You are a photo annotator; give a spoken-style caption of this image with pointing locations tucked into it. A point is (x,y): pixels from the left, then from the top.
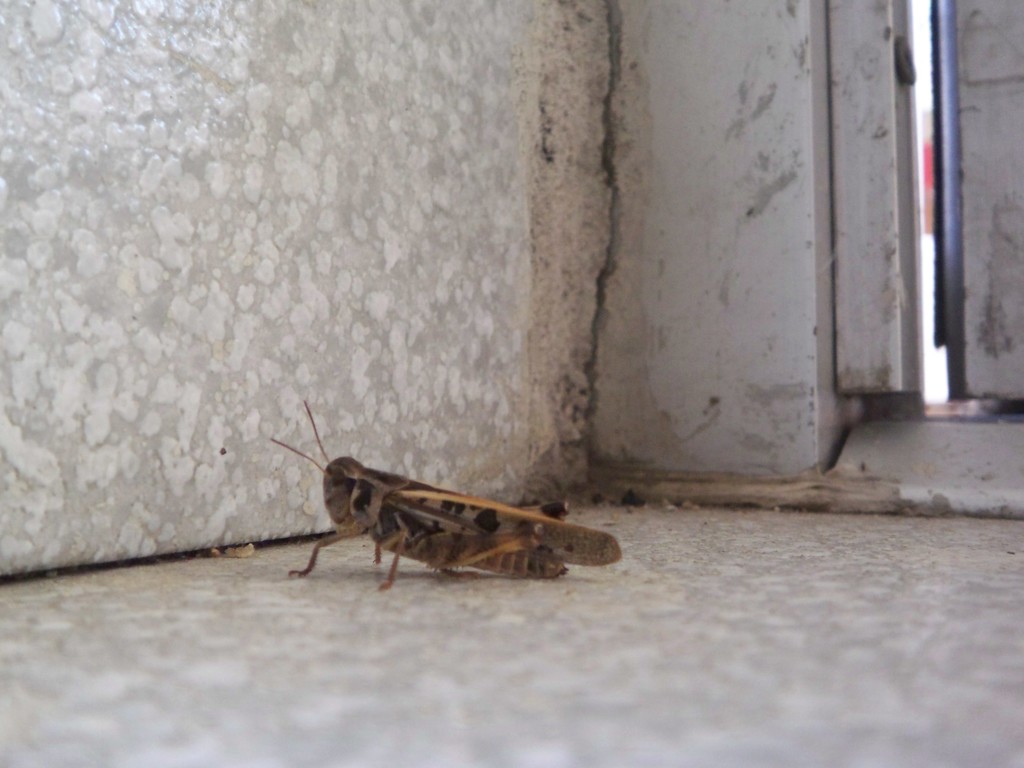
In this image we can see a grasshopper (377,514) on the surface (409,568), also we can see the walls (553,283).
